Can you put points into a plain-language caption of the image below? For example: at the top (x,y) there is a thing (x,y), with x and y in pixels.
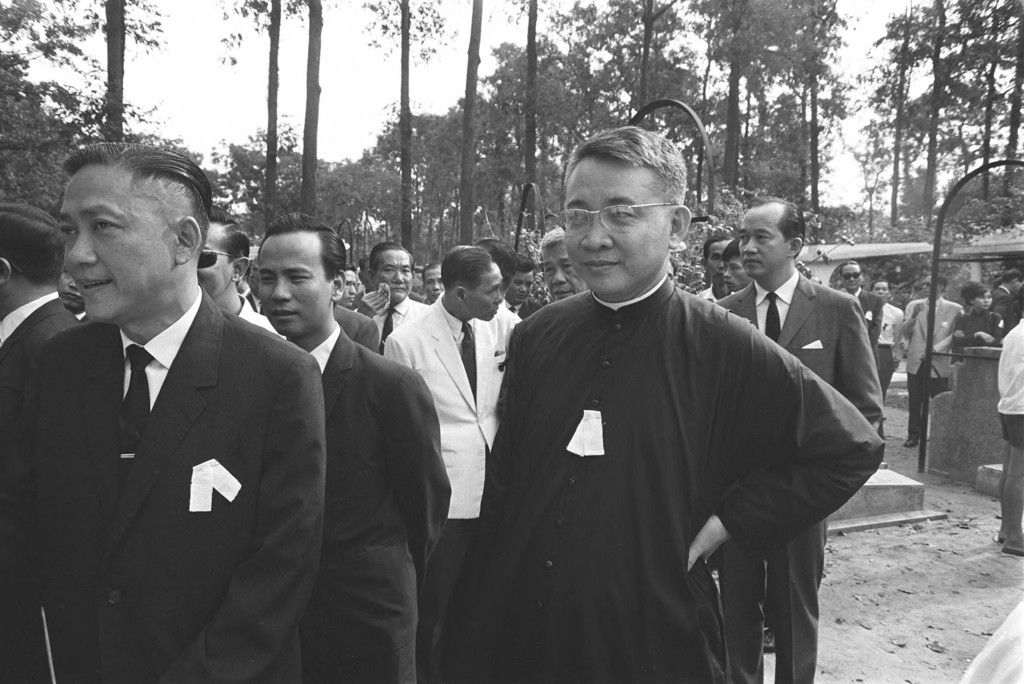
In this picture I can see there are many people (661,429) walking and they are wearing black color coats (195,445) and in the right (695,465) the person (614,453) is wearing spectacles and there are trees (301,201) in the backdrop (367,147) and the sky (196,90) is clear.
